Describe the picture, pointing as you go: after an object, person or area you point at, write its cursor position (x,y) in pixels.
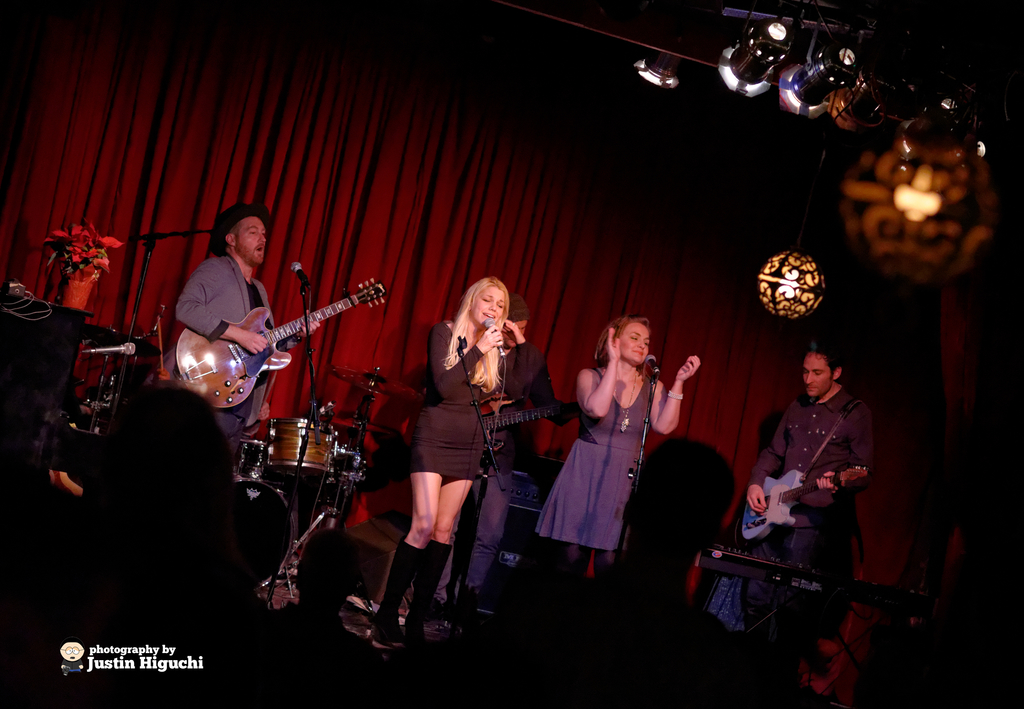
In this image I can see few people (472,377). Some are standing in-front of the mic (305,337) and holding the guitar (233,385). At the back (513,158) there is a curtain (535,245).
